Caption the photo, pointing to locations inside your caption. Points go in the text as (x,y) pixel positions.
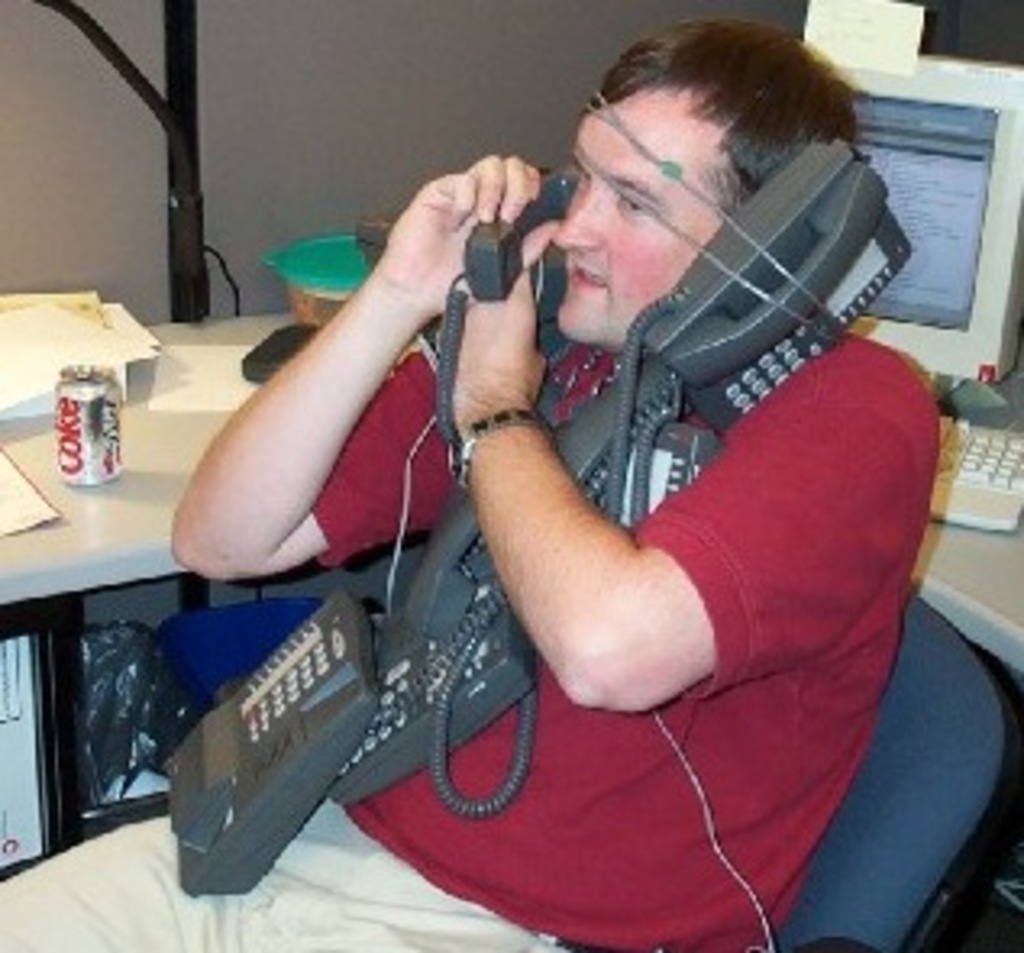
In the middle of the image (387,504) a person (153,951) is sitting and holding some landline phones (447,421). Behind him there is a table (5,432), on the table (999,632) there is a screen (888,319), keyboard (959,502), boxes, tin (61,423) and papers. At the top of the image (117,282) there is wall (14,20).
